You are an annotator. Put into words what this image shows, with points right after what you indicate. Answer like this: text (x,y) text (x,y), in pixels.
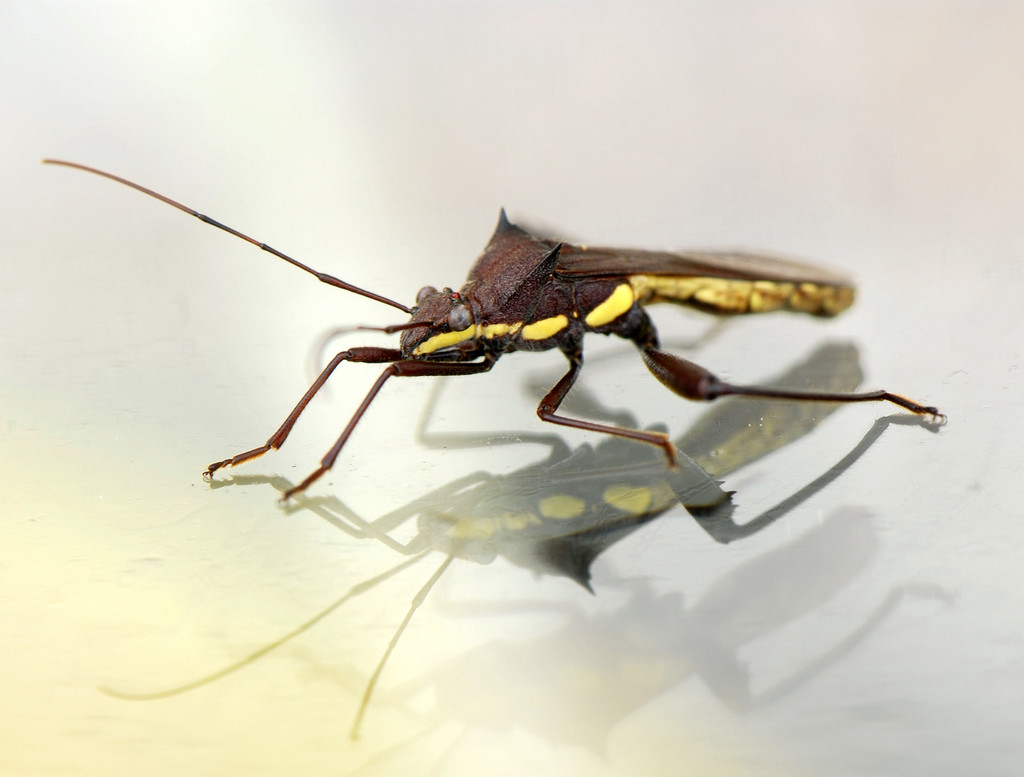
In this picture there is a bug (568,292) who is standing on the glass (897,489). We can see reflection (852,459) in the glass (700,605).
